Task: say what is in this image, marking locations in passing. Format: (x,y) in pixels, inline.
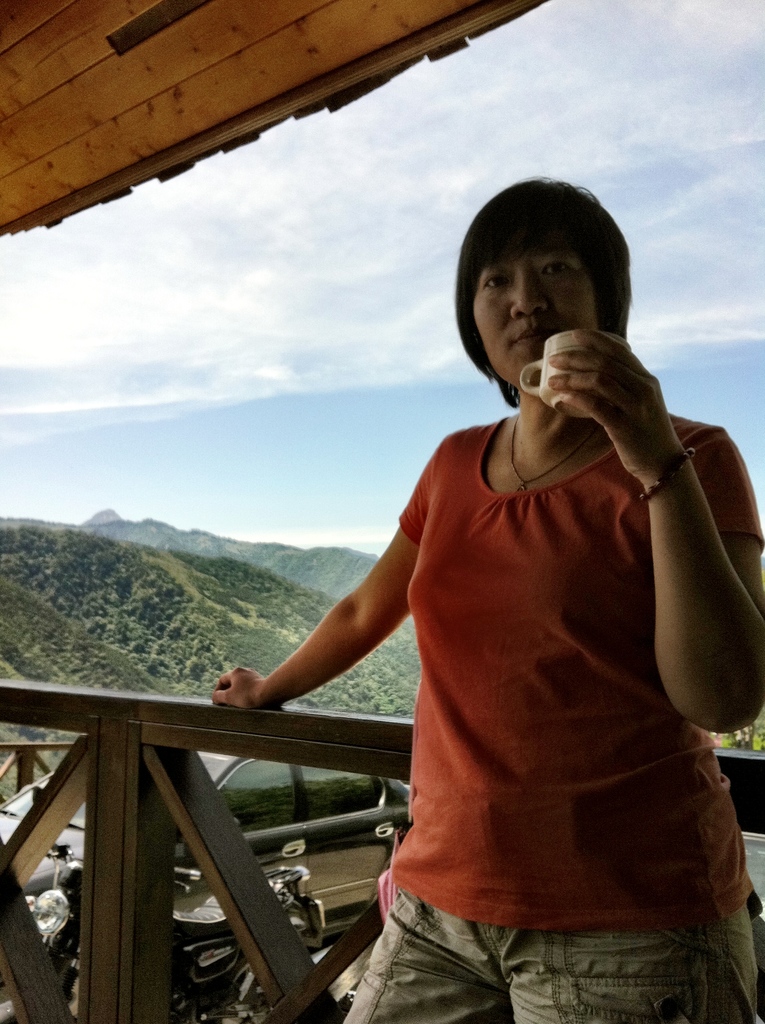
In the image we can see a woman (486,687) standing, wearing clothes (468,719), the bracelet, neck chain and she is holding a cup (543,365) in her hand (607,406). Here we can see vehicles (273,819), fence (232,829) and the mountains (170,612). Here we can see wooden roof (166,90) and the cloudy sky (245,345).
